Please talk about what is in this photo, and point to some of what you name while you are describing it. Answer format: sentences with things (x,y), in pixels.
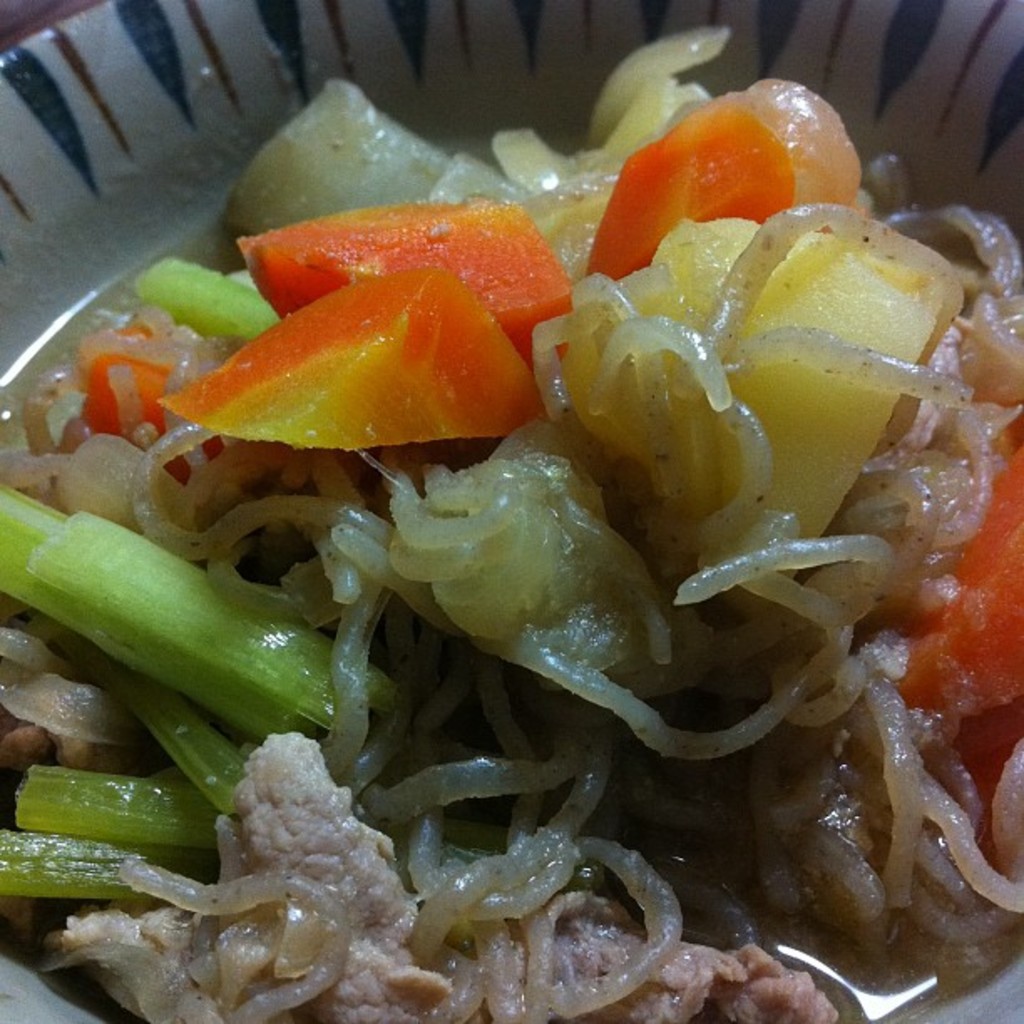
This image consists of food (290,631) which is in the plate (273,136) in the center (527,412).
